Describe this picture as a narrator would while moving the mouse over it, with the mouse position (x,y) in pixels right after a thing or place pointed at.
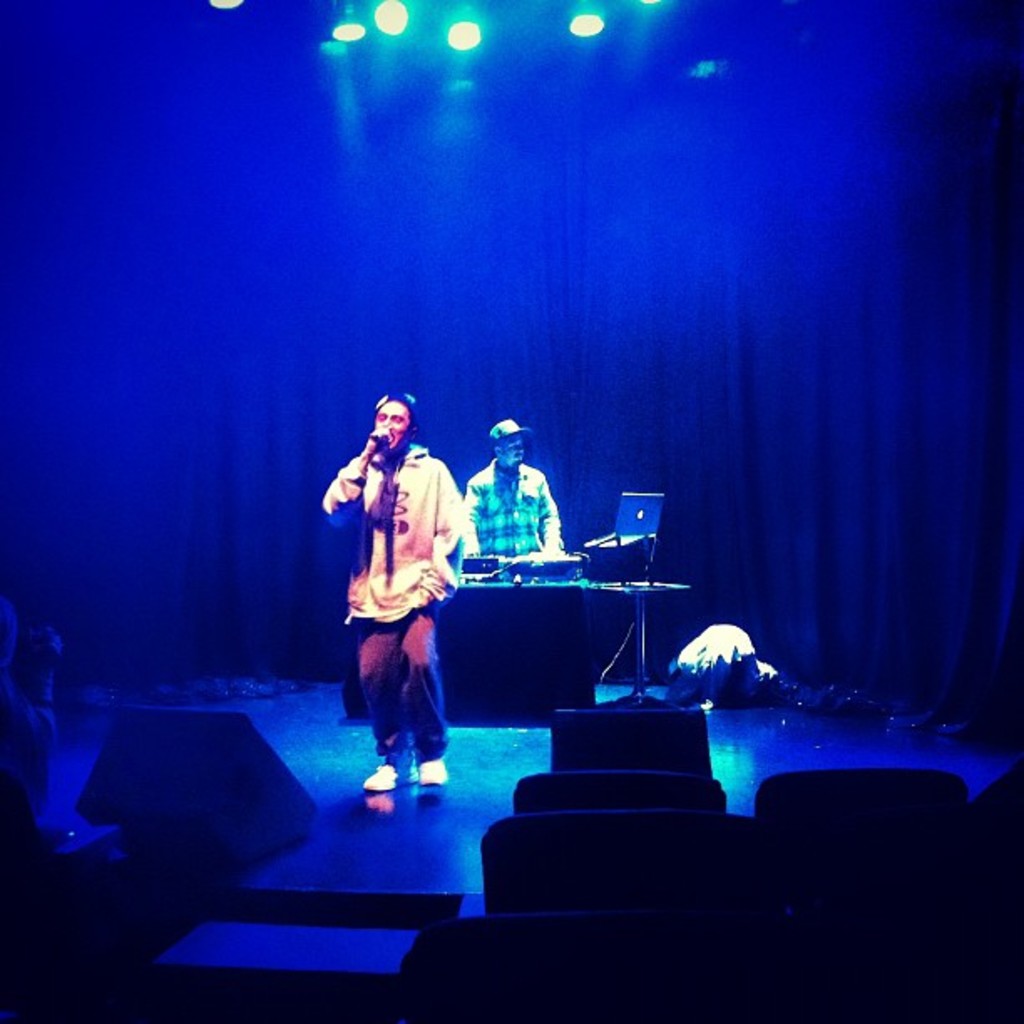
In this image, we can see people (414,552) on the stage (439,794) and are wearing caps (506,435), one of them is holding a mic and we can see musical instruments (505,583), stairs (282,903) and there is an other person (41,669) and we can see objects (620,878). In the background (575,173), there is a curtain (615,215) and we can see lights (391,28).
